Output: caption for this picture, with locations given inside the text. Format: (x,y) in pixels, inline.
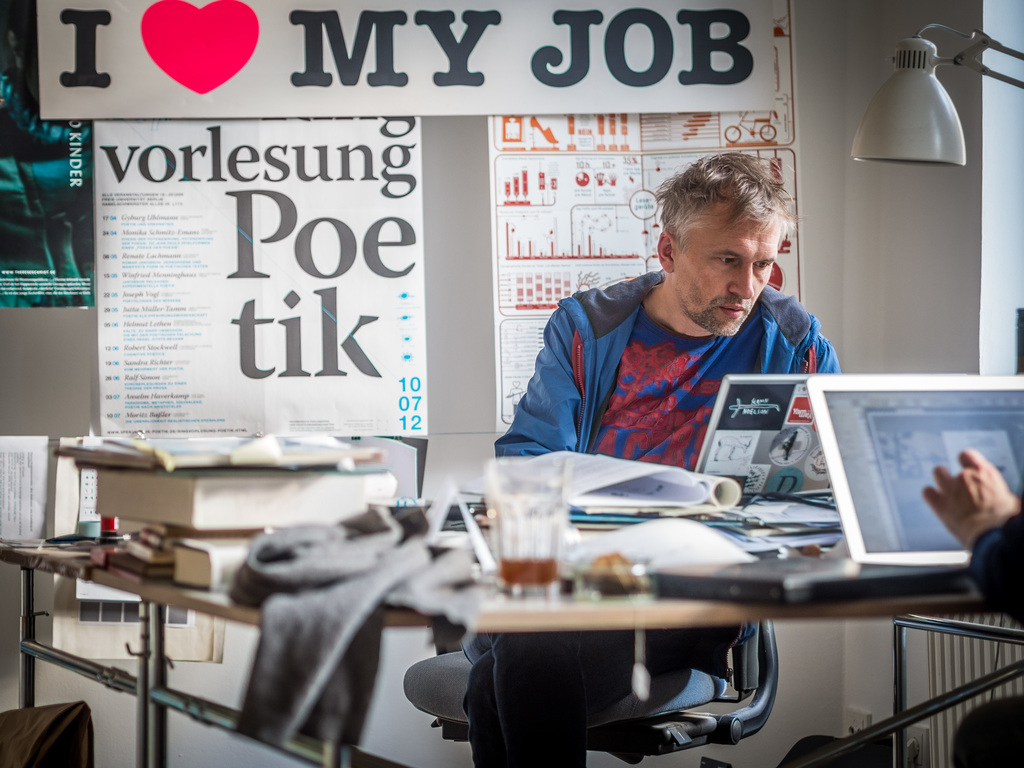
In this image there are two persons (726,365) sitting on chairs (700,720), in the middle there is a table (515,607), on that table (655,555) there are laptops (846,531), books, glasses (552,567) and sweater (399,563), in the background (812,65) there is a wall (855,215) to that wall (855,215) there is a poster (324,214) and there is some text (362,26), in the top right (914,119) there is lamp (901,149).
